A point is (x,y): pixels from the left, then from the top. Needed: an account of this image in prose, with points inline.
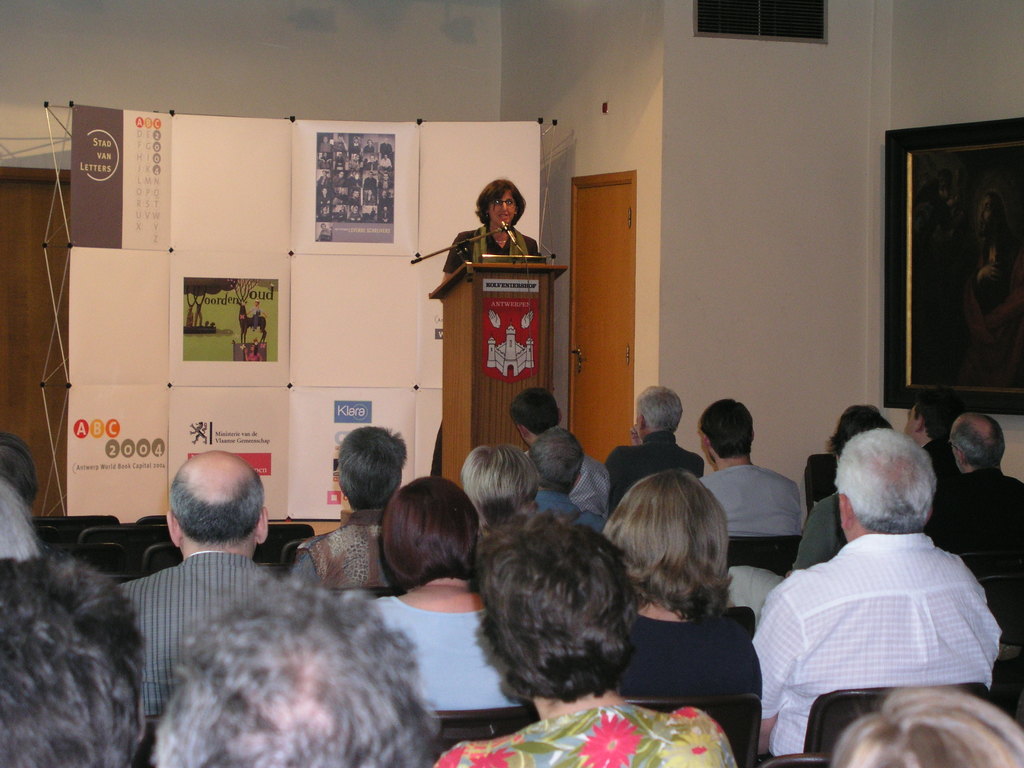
In-front of this woman (495,206) there is a podium (466,286) with mic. On this podium (463,385) there is a poster (495,310). On this whiteboard (236,141) there are posters (122,471). Here we can see people (518,618) and doors (598,285). These people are sitting on chairs (857,700). picture (978,177) is on the wall (816,196).
